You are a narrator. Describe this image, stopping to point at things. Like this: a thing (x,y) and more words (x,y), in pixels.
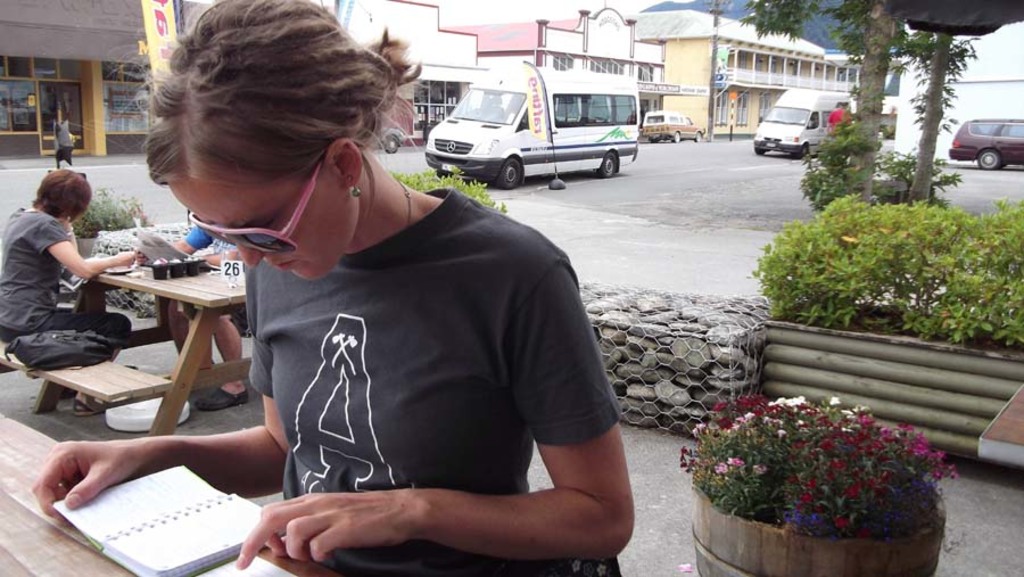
Completely an outdoor picture. Vehicles (669,128) on road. These are buildings (481,59). Front this woman (455,416) is sitting on a chair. In-front of this woman (312,427) there is a table (3,563), on a table (103,575) there is a book (140,530). This persons (47,259) are sitting on a bench (118,398). On this bench (101,375) there is a bag (43,347). Beside this woman (425,410) there is a plant (758,466) with flowers (840,437).
